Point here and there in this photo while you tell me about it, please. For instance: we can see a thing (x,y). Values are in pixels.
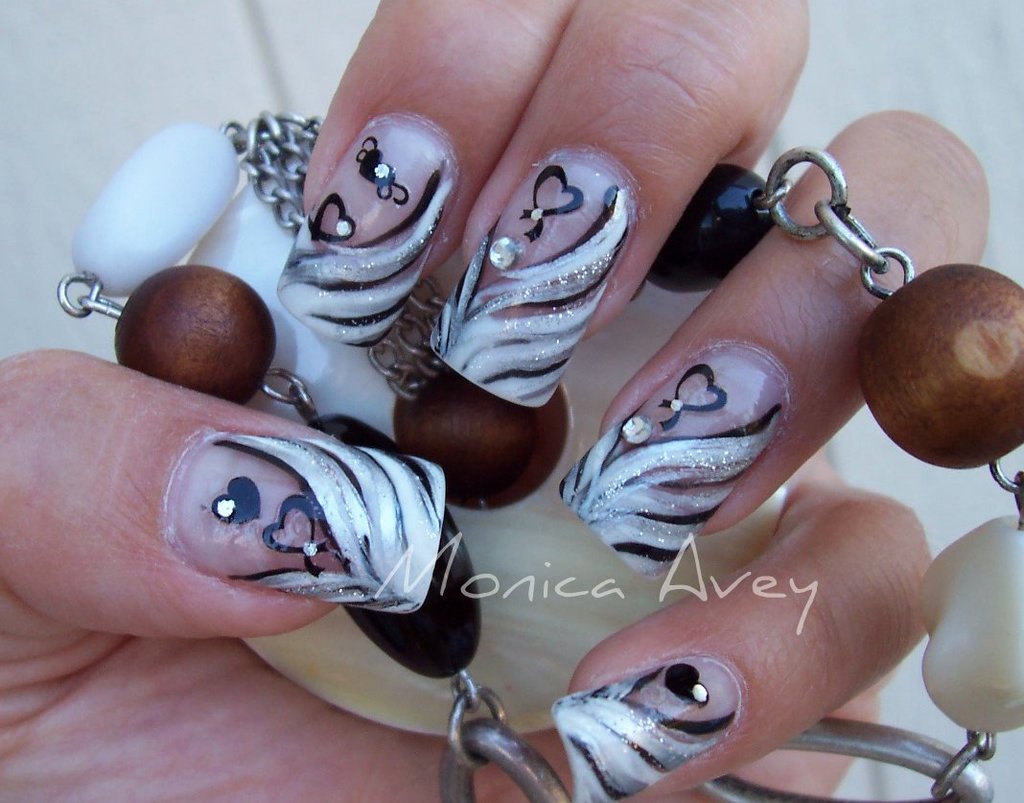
In this image we can see a person's hand (234,720) holding a chain (887,744). We can see a nail art (533,251).
